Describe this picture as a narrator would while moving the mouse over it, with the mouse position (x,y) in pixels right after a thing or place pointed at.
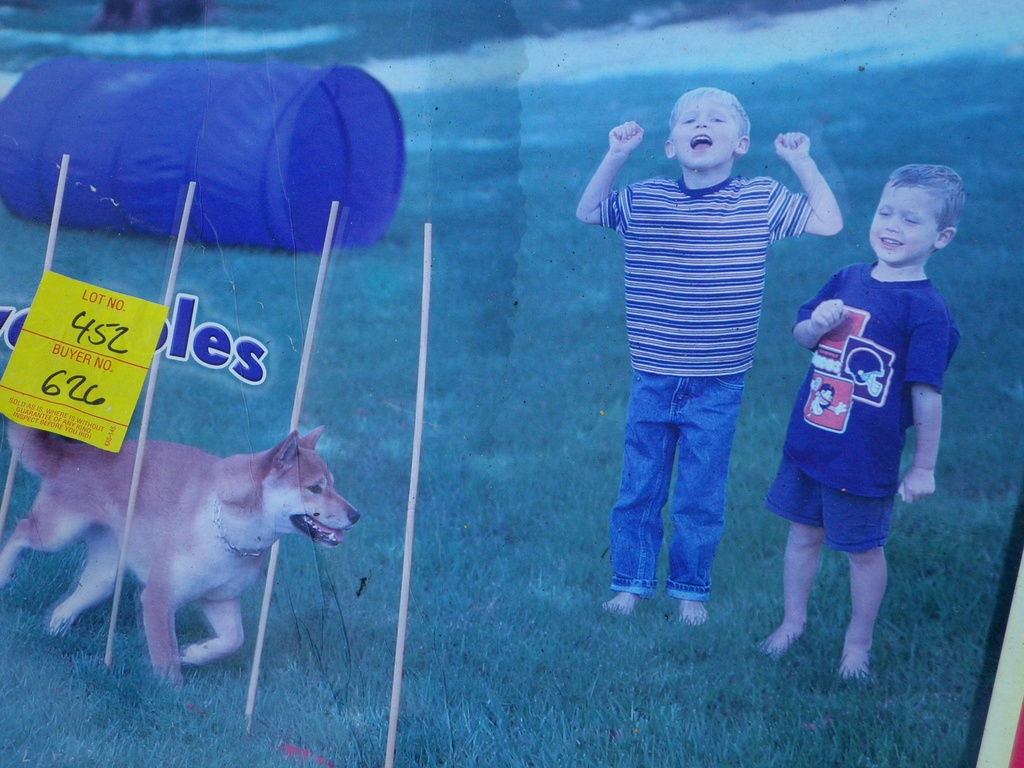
This image consists of a photo. On the right side of this photo (751,278) two boys (884,305) are standing and smiling. On the ground (443,650), I can see the grass (442,651). On the left side (95,547) there is a dog (210,510) and there are few sticks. In the background (173,133) there is a blue color object (219,105) is placed on the ground (450,187).
